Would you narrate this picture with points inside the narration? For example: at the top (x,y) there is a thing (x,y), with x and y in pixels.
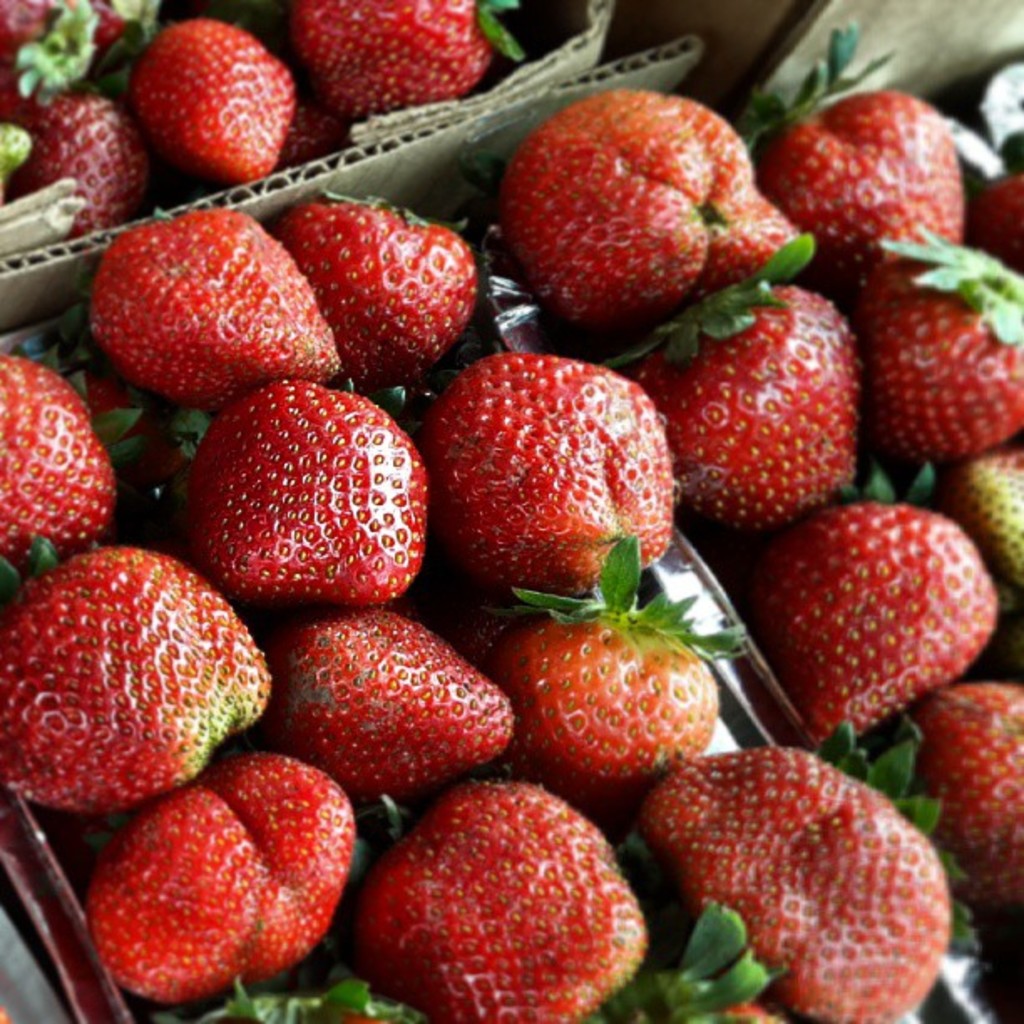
In this picture, we can see some food items (675,402) in an object (512,308).
